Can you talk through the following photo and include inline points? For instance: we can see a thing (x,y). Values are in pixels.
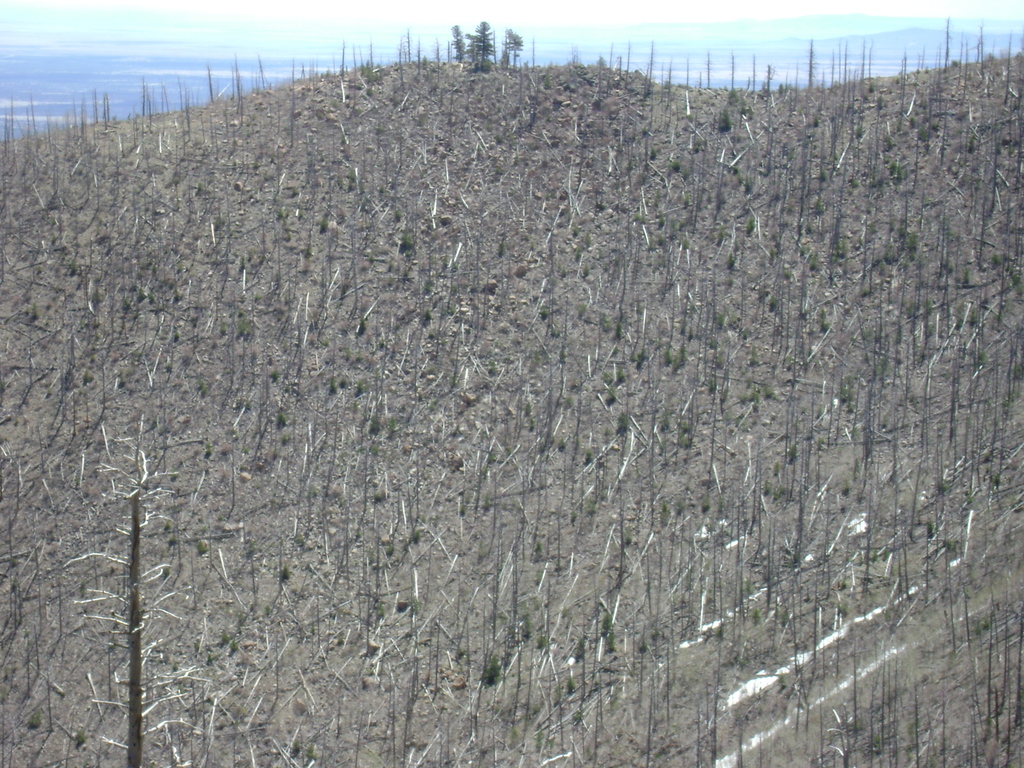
In this image we can see dried plants (270,426) and trees (242,413). In the background of the image (373,24) there are mountains (831,30) and sky (512,15).
